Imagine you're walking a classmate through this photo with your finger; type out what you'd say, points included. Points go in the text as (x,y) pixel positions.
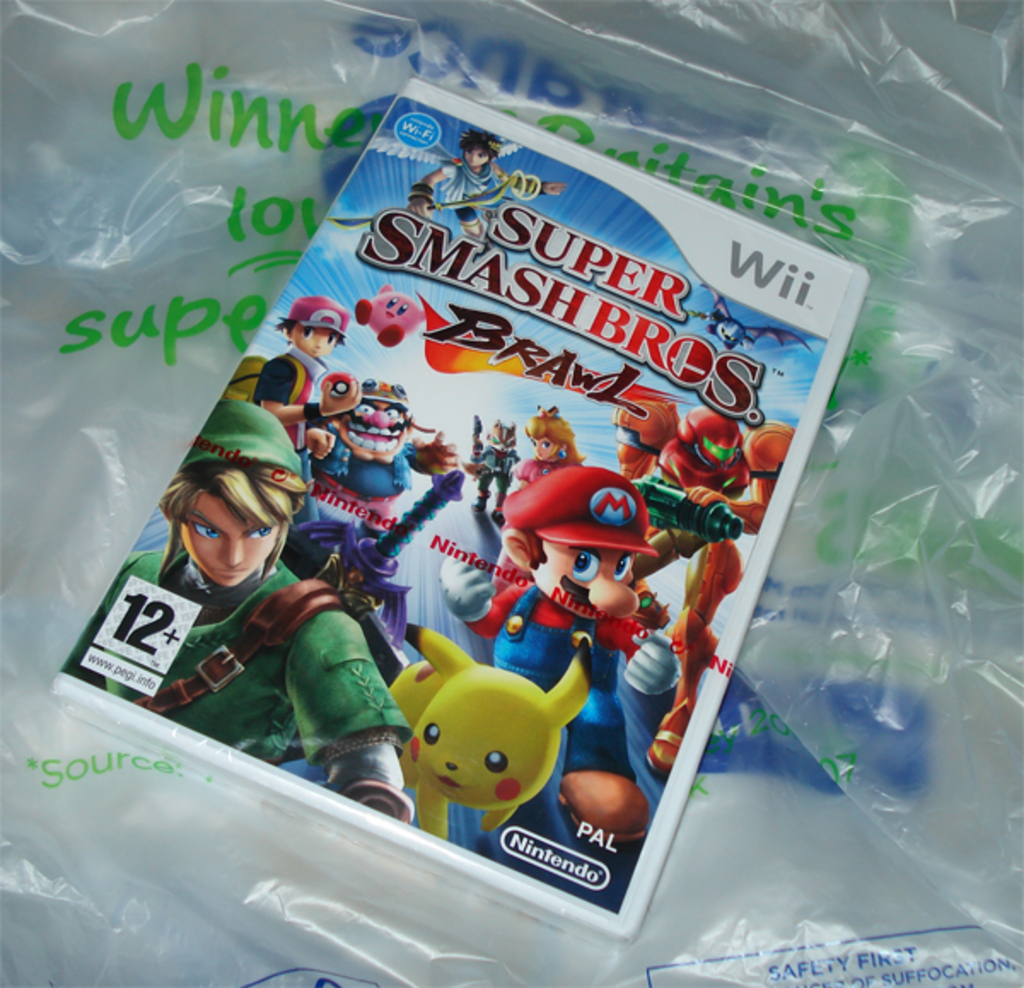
There is a game case (565,187) in the center of the image (615,499) on a plastic bag (839,670).
